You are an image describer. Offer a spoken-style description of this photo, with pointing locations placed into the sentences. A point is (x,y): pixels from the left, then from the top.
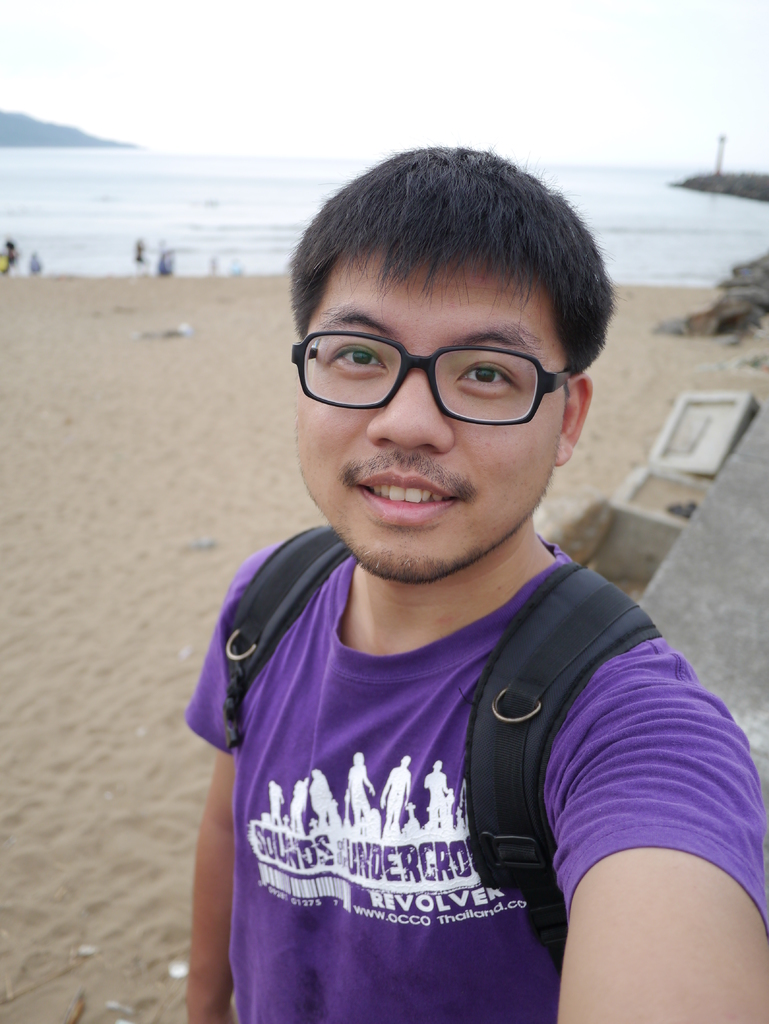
In this picture I can see a man (417,549) standing and he wore a backpack (530,795) on his back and he wore spectacles (434,389) and I can see water (48,188) and a cloudy sky (451,85) and looks like few people (136,257) standing.
